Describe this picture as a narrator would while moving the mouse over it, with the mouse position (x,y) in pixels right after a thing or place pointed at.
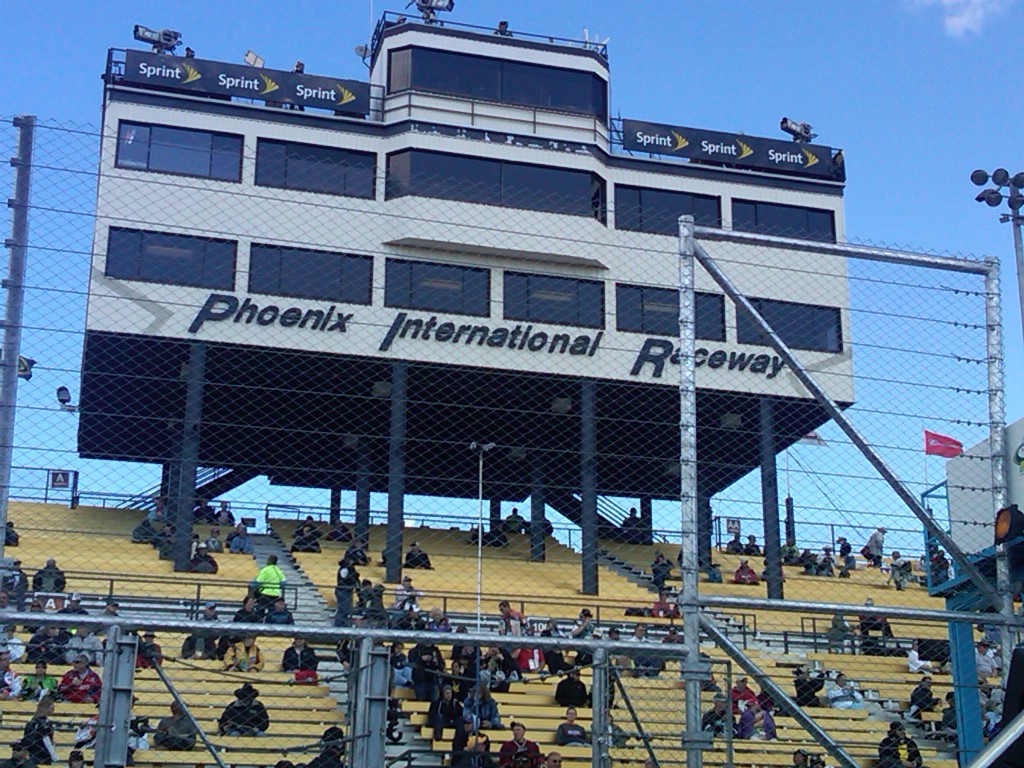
There is a mesh fencing (414,391) with poles (304,628). In the back (410,667) there are many people (491,671) sitting on the benches (264,652). There is a building (381,221) with windows (318,172) and pillars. And something is written on the building (720,162). In the background (803,81) there is sky (871,116).
